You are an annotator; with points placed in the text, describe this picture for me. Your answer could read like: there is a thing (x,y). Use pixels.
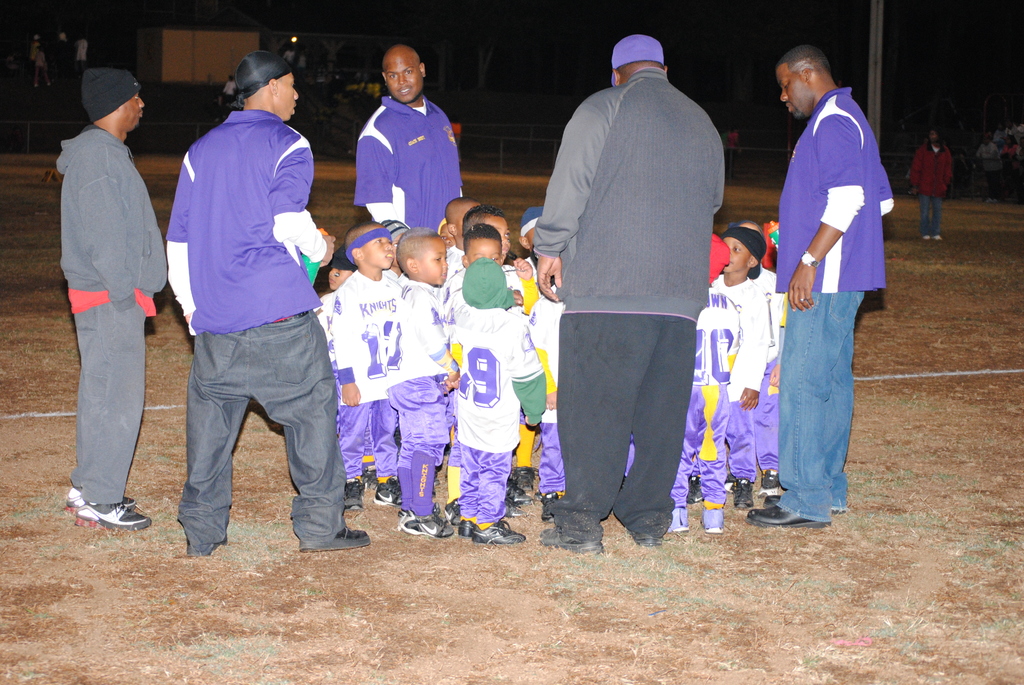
In this picture I can see number of children (448,268) and 5 men (379,179) standing in front (87,242) and I see that most of them are wearing jerseys (211,292) and I can see a white color line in the middle of this picture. In the background (941,163) I can see a person (946,192) standing and I see that it is a bit dark.
